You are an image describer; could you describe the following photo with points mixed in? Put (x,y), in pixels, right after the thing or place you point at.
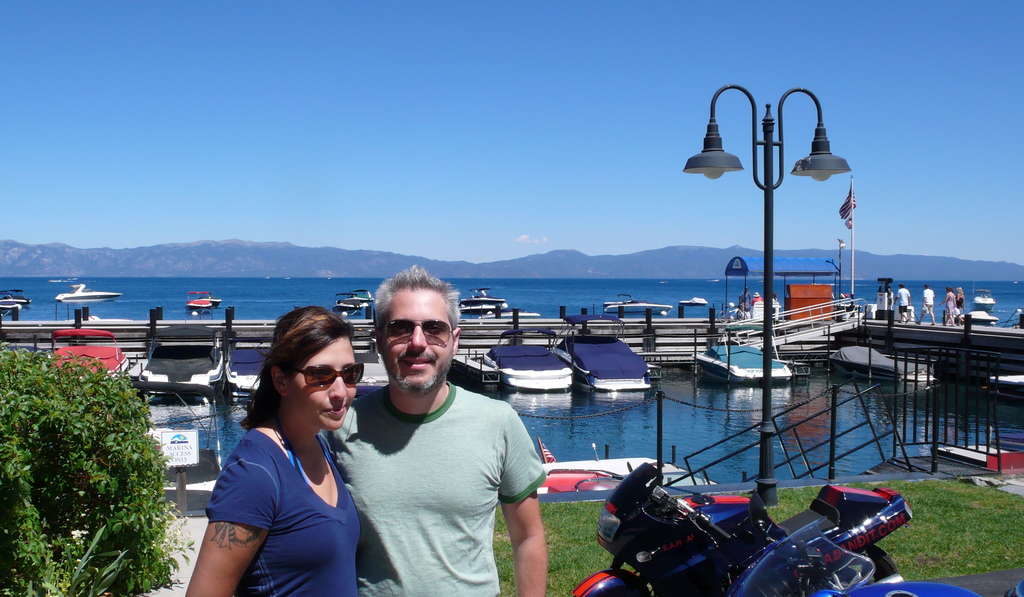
In this image we can see people (926,308), light pole (766,355), rods (792,321), chains (692,404), grille (928,399), grass (940,487), motorbikes (767,547), plant (121,469), boats (762,370), information board (192,436), open-shed (808,267), water (58,301), flag (850,207), hills (425,260) and blue sky (426,107).
